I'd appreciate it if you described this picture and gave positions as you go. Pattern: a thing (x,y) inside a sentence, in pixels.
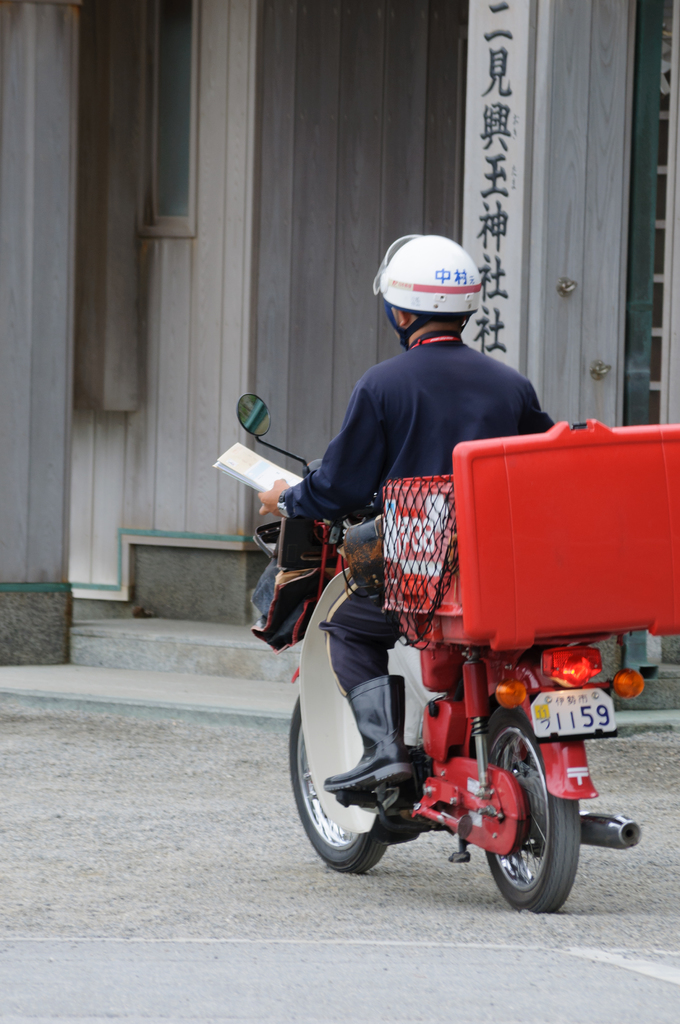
In the picture we can see a man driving a motorcycle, on the motorcycle (336,577) we can find a box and man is wearing a helmet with black shoe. In the background (340,205) we can find a wall (302,209) with written something in a japanese language.
